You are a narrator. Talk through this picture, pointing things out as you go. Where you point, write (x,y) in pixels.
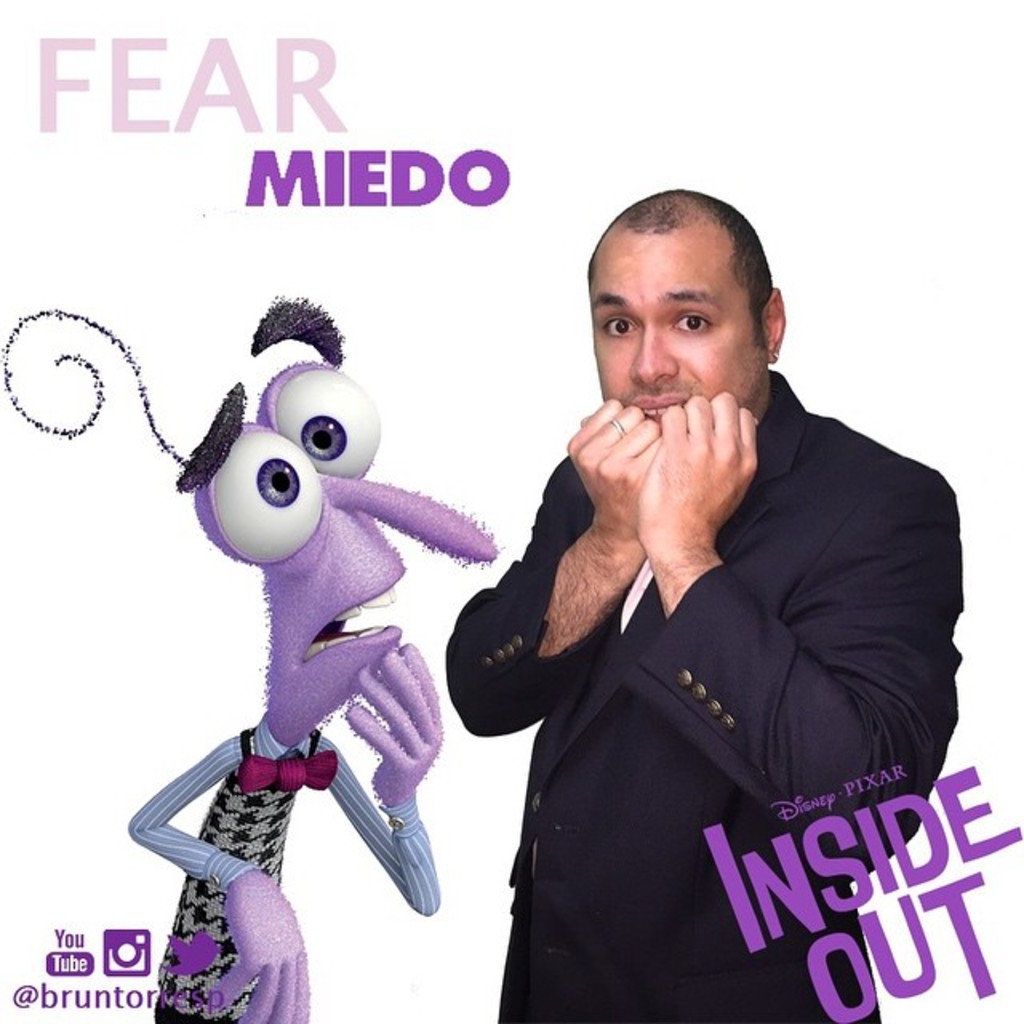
In this image I can see the person (654,701) standing and the person (674,694) is wearing black color blazer (883,679) and I can also see the toy (265,816) in purple, blue and black color and I can see the white color background (827,17) and I can see something written on the image.
